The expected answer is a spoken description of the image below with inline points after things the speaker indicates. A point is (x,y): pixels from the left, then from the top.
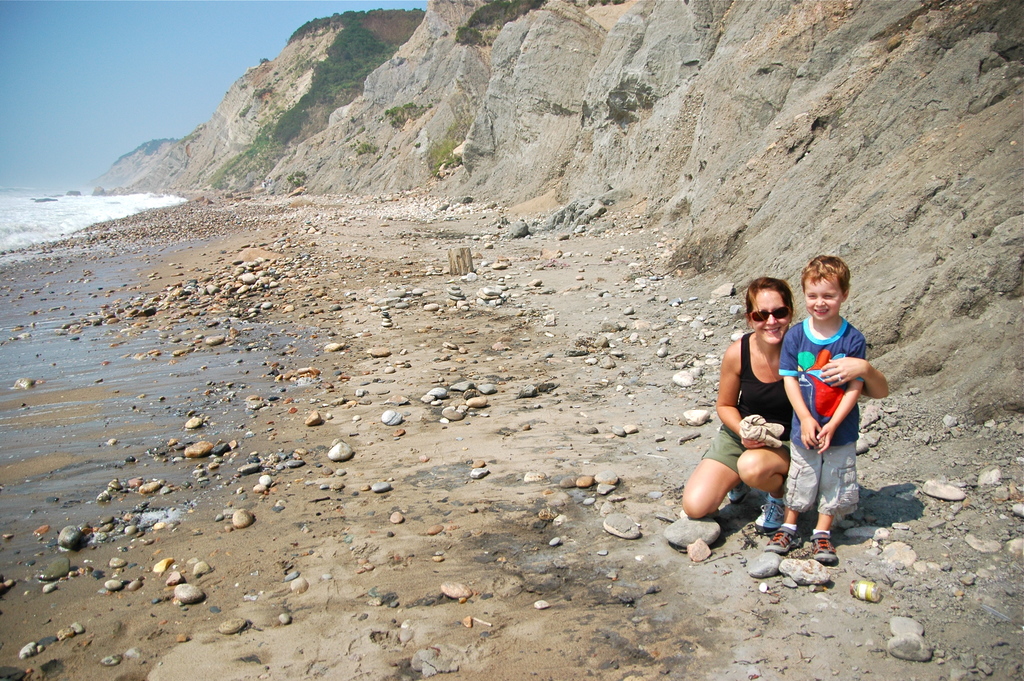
This image consists of a woman (752,383) wearing black top (778,404) and shorts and holding a kid (833,482). At the bottom (427,670), there are rocks (204,219). This image is clicked near the beach (198,252). To the left (37,198), there is water (21,199). To the right (729,127), there are mountains (576,68) made up of rocks (579,64).
